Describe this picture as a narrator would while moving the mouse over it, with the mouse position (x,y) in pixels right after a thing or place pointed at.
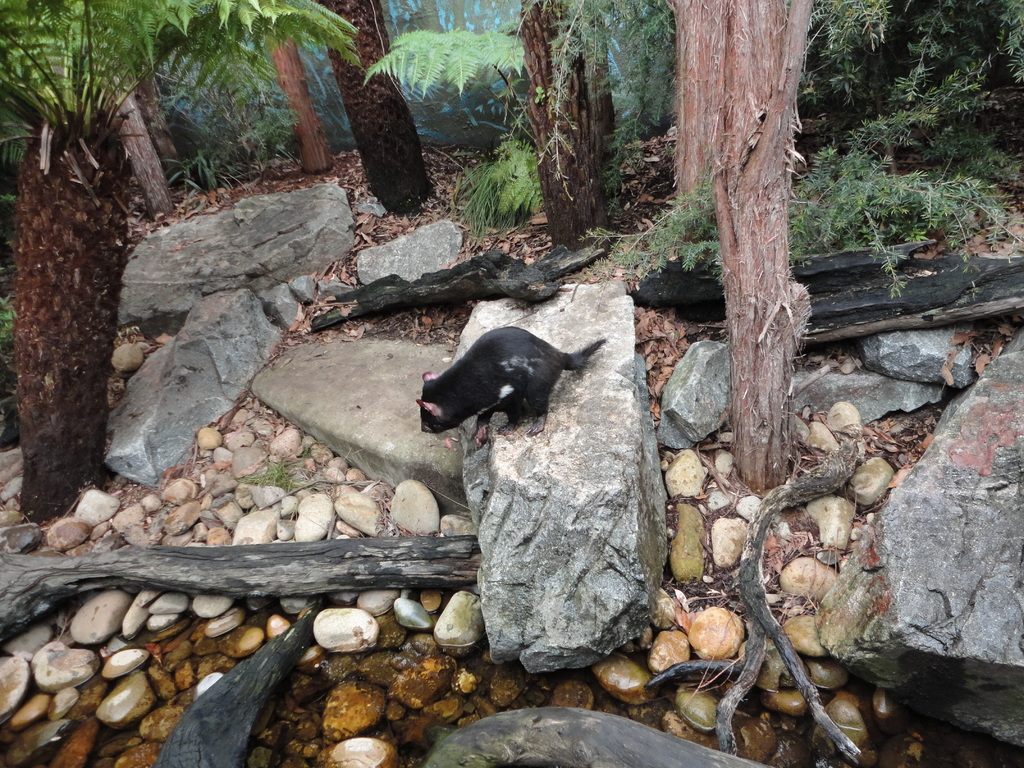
In this image I can see an animal (479,396) standing on the rock (532,500). The animal (526,400) is in black color. To the side of the rock (544,494) there are many rocks (336,462) and plants (601,89). I can see the water (429,678) in-front of the animal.
